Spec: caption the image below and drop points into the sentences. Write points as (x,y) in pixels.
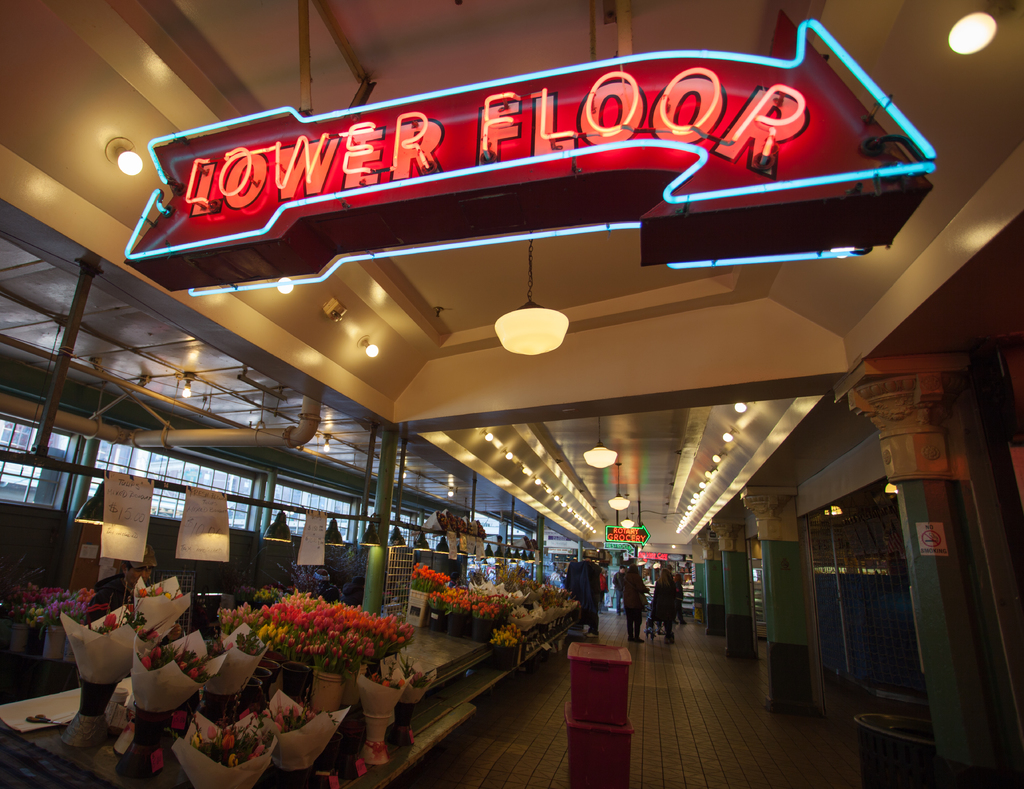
In this image we can see bouquet shops (382,652). Right side of the image (792,597) pillars (786,563) are there. The roof (739,322) is in white color and lights (524,342) are attached to the roof (589,350). Top of the image (570,104) one banner board (481,176) is there.
